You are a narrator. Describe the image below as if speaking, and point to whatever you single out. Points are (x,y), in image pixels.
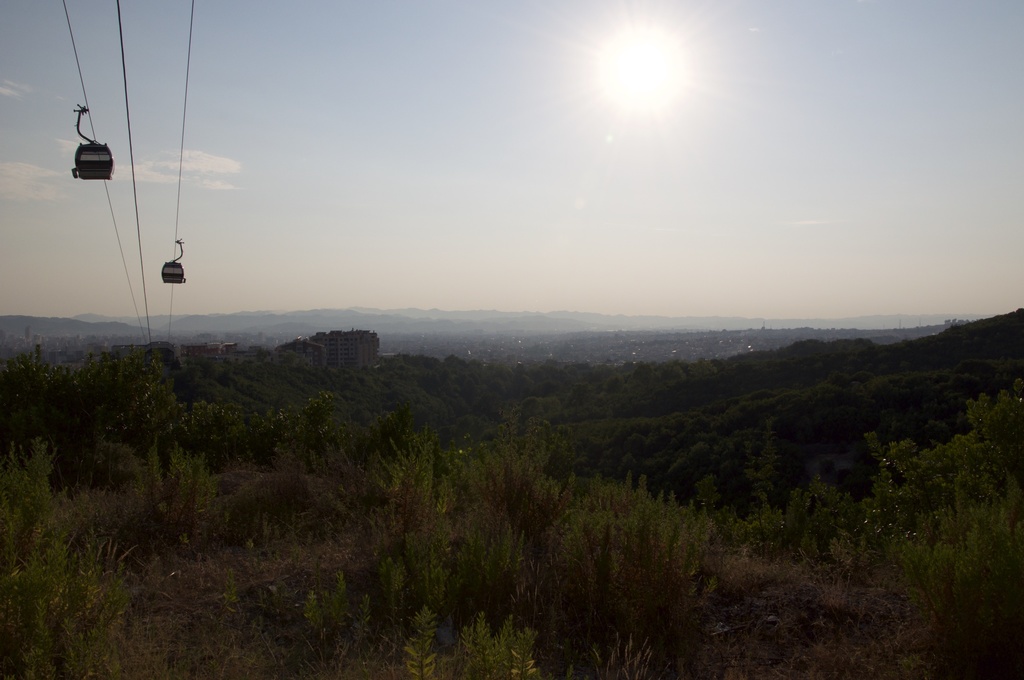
We can see trees (293,414), ropes (88,107) and sky rides (82,170). In the background (332,343) we can see buildings (292,358) and sky (505,206).
